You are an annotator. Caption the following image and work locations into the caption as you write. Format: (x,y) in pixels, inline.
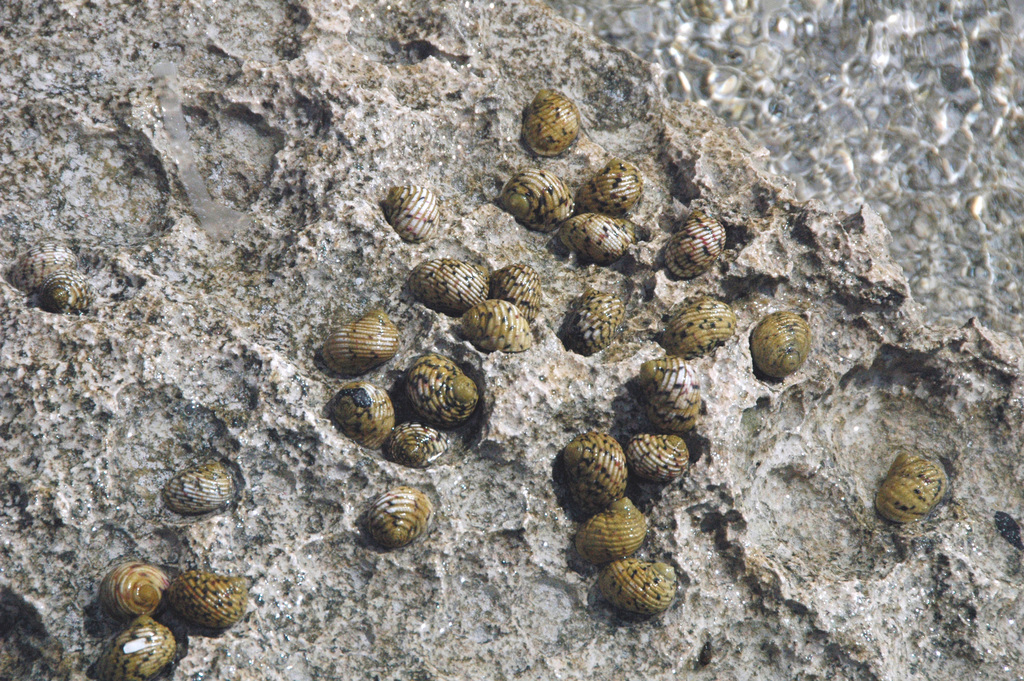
In this image, we can see shells (423,286) and at the bottom (315,578), there is rock (8,563).
